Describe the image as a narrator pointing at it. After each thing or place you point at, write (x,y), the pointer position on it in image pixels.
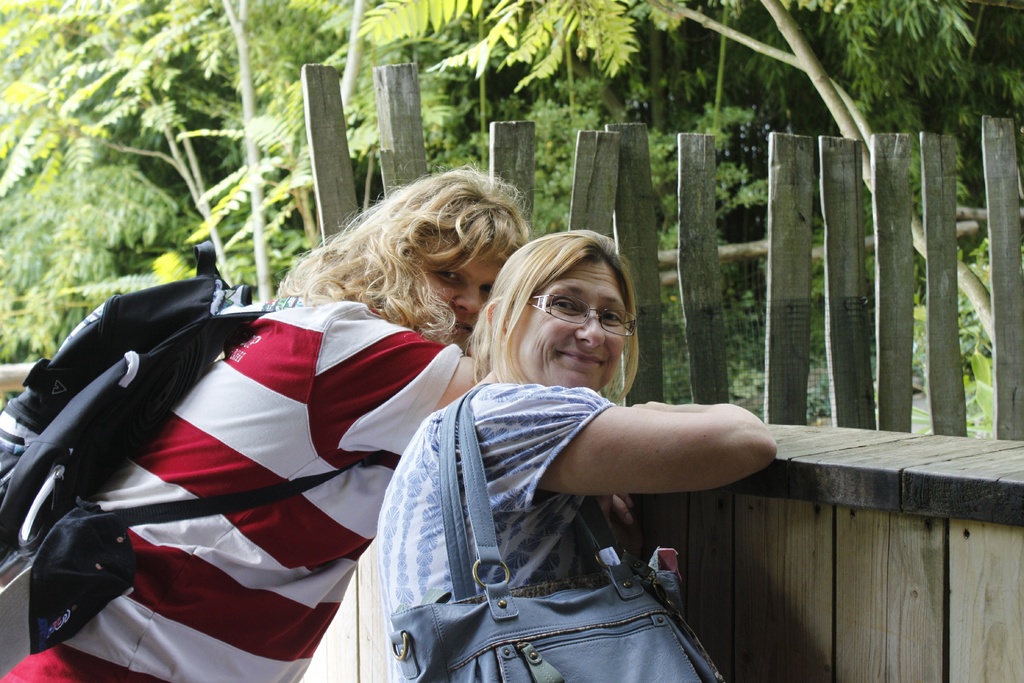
In this image there are two persons (332,463) truncated towards the bottom of the image (589,516), they are wearing bags (489,598), there is a wooden wall (991,471) truncated towards the right of the image (886,378), at the background of the image (943,72) there are trees (637,71) truncated.
